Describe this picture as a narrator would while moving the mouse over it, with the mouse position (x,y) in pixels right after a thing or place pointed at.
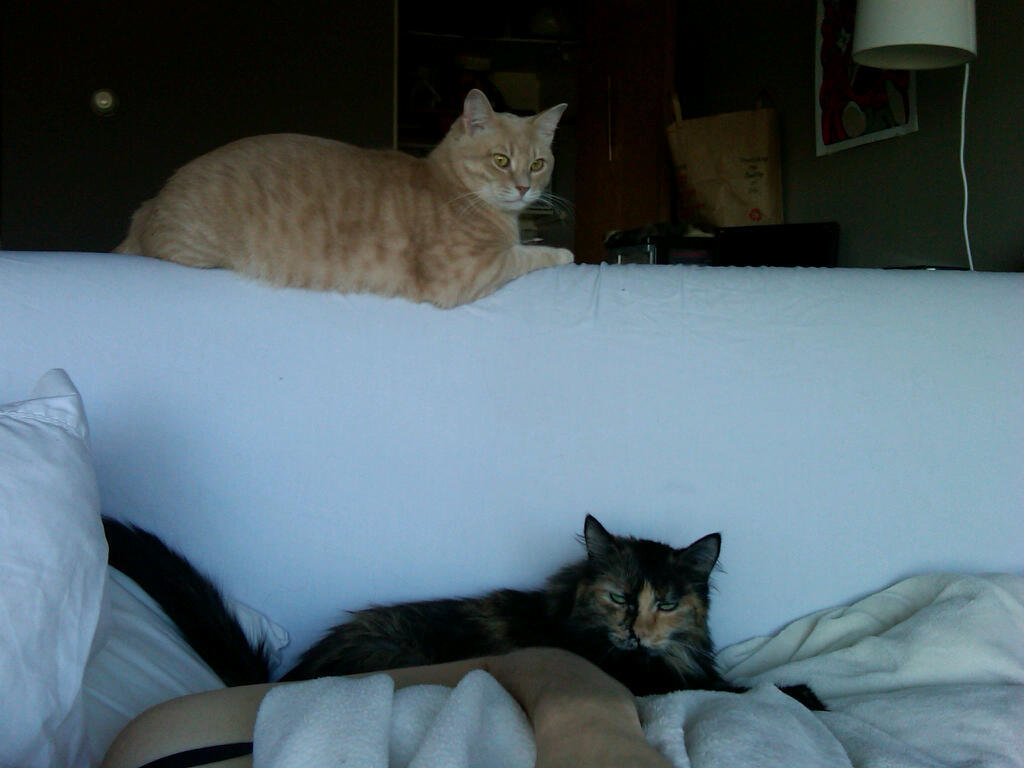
In this picture we can see cats (627,666) sitting on a sofa (844,602). There are blankets (924,651) and a pillow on the left side (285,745). We can see a white object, bag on a wooden desk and a frame (835,59) on the wall (834,166).
